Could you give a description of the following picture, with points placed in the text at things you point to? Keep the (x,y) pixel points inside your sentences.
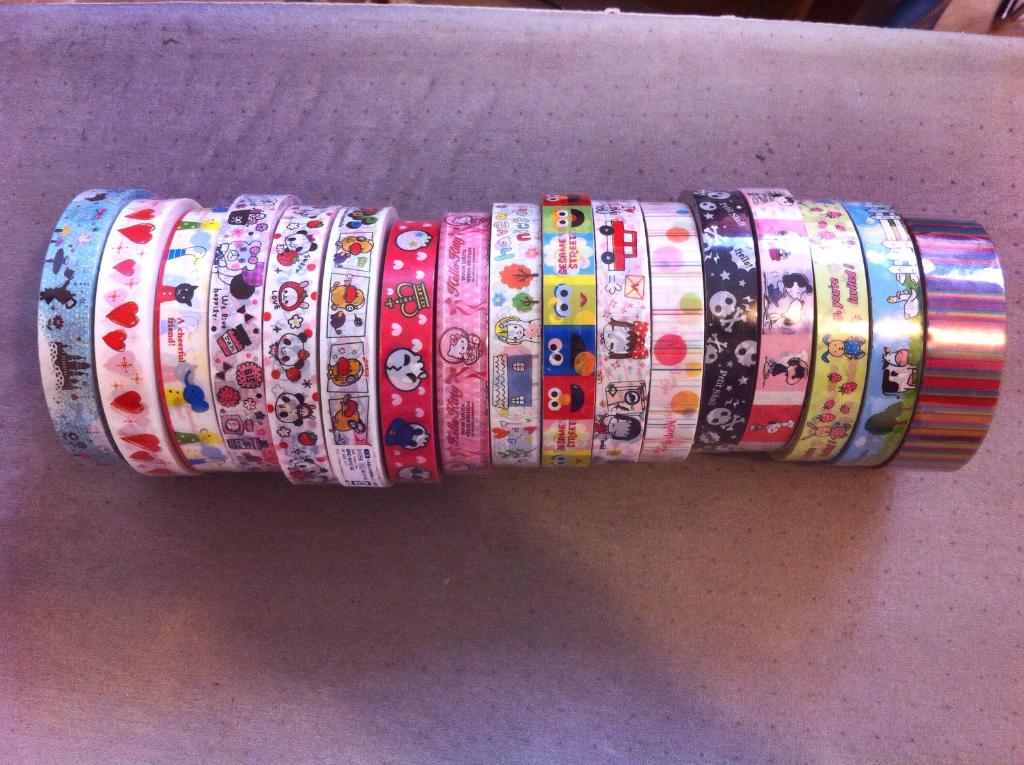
In this picture I can see there are different colors and designs of tapes (299,339) arranged in a line and they are placed on a plane surface (595,653).
